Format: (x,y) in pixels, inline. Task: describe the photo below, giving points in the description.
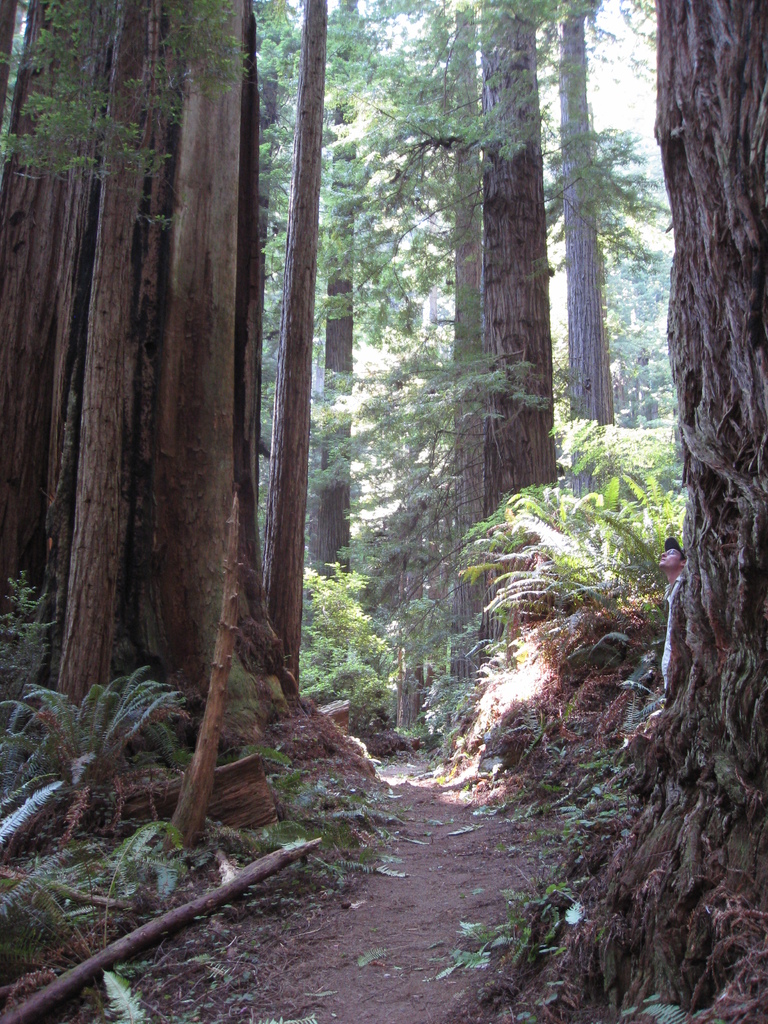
In this image I can see the path (415,914), few wooden logs (121,954), few trees (350,306), a person (673,562) wearing black hat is standing and few leaves (442,976) on the ground (367,955). In the background (551,115) I can see the sky (638,63).
